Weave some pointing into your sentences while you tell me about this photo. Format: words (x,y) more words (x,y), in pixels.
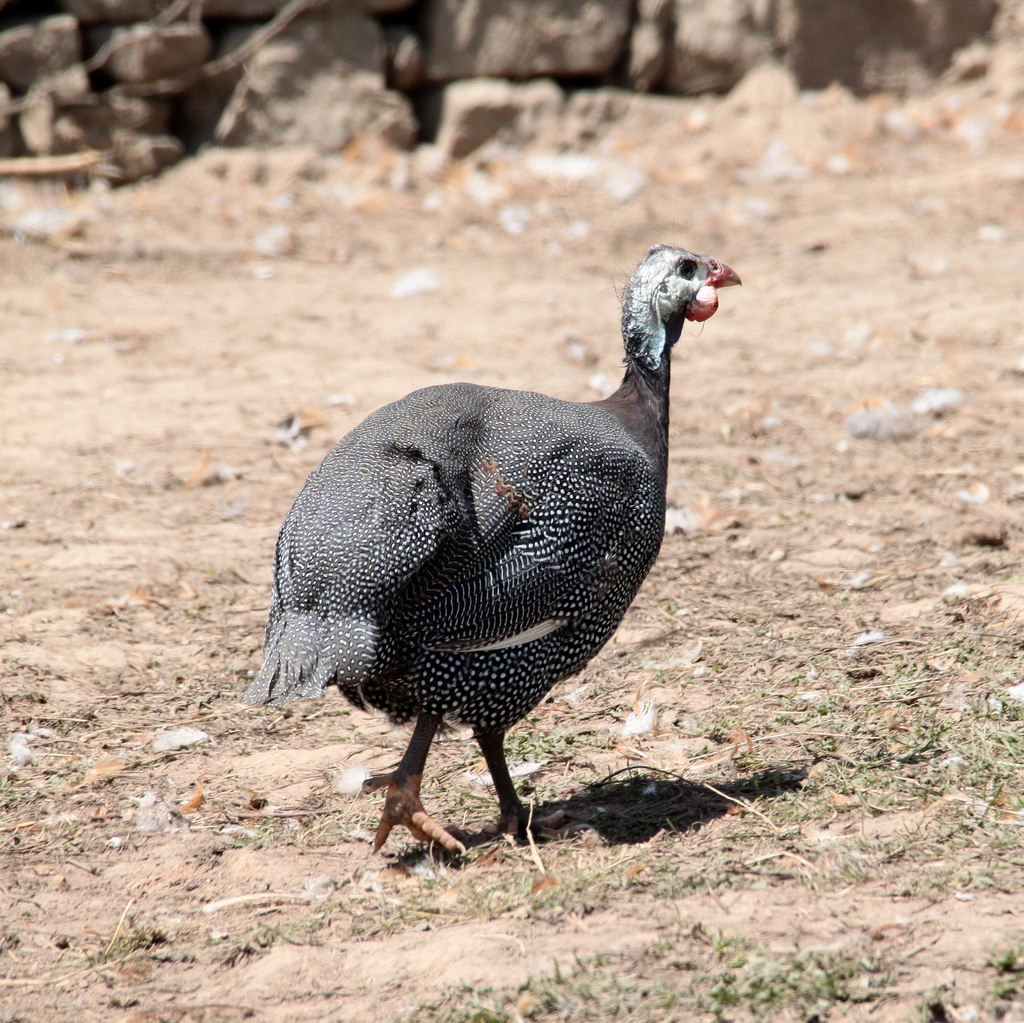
In the picture we can see a mud surface (481,914) on it, we can see a hen (495,551) which is black in color with white dots (446,441) on it and in the background (942,50) we can see some rocks (332,4).
